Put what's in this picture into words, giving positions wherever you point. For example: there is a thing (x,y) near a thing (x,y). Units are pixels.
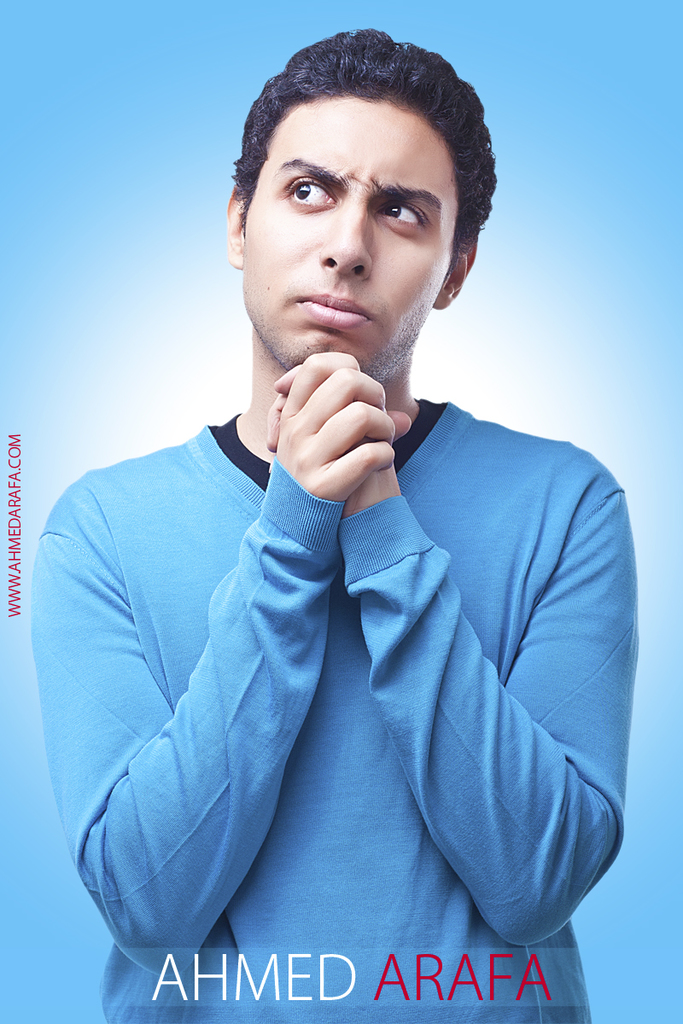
In this image we can see a person (374,550) wearing a t-shirt (215,694). There is a text (402,972) at the bottom of the image (394,980). The background of the image (117,27) is blue in color.
